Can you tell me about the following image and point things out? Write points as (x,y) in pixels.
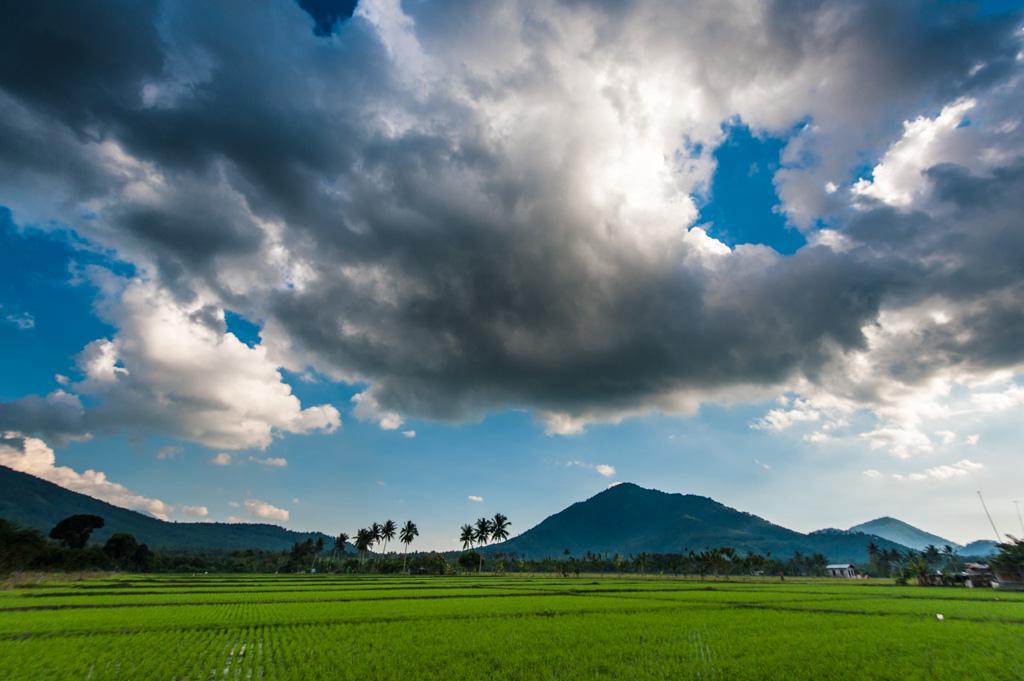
It is a beautiful scenery, there are crops (530,592) and trees (117,559) and mountains (33,490) on the land (579,635) and in the sky (483,293) there are plenty of clouds (355,282).
